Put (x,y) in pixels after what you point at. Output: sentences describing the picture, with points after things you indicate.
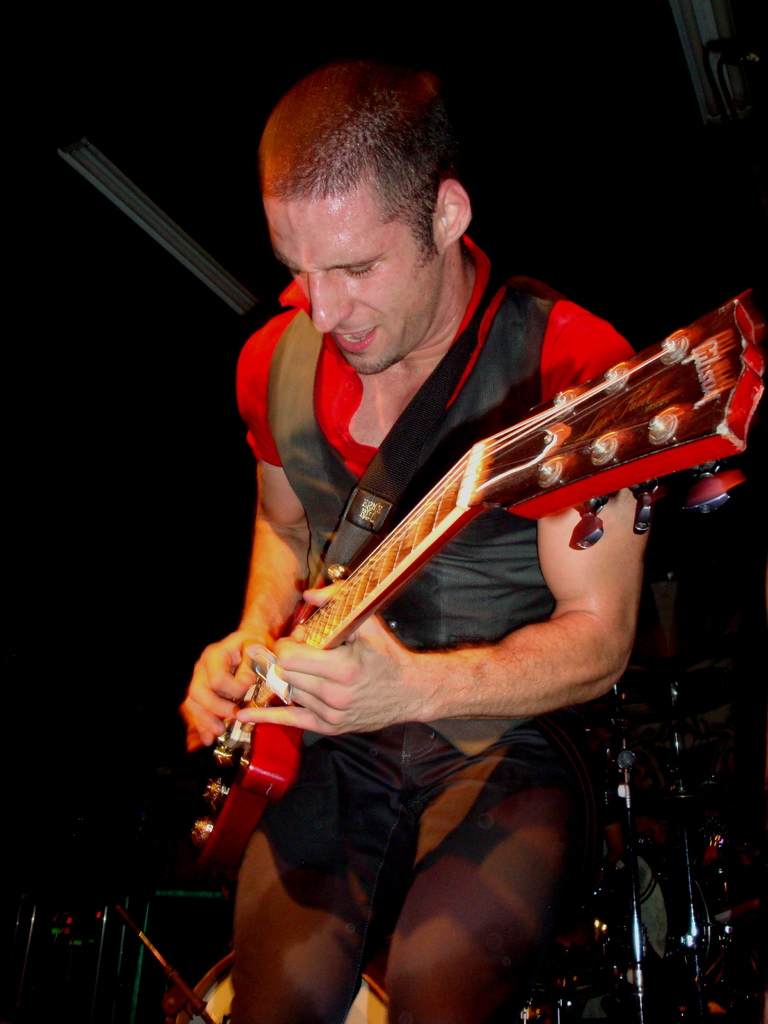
In this image there is a person (369,682) playing guitar (528,514), in the background (628,838) it is dark.
